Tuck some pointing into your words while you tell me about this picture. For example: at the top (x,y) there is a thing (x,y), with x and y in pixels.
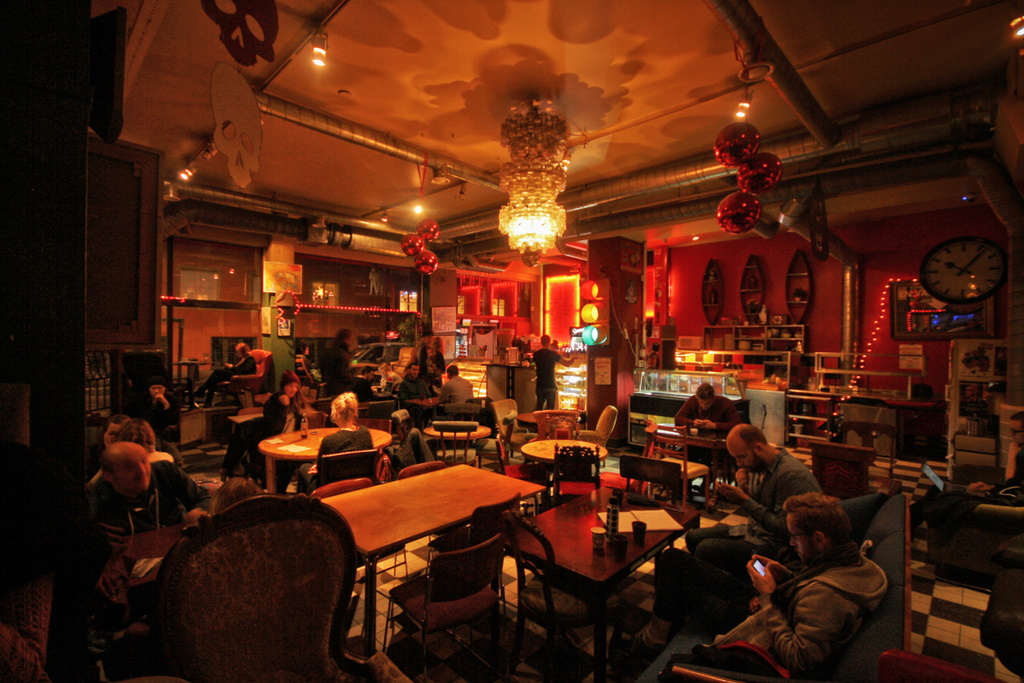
This is looking like a restaurant. There are many chairs (369,451) and tables (569,547). Many people (747,560) are sitting. On the top (525,143) there is chandelier (525,143) and some other hangings (410,234). In the right side (974,285) there is a clock (978,291). In the background (850,363) there is counter (648,376), racks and few other things (474,339).
